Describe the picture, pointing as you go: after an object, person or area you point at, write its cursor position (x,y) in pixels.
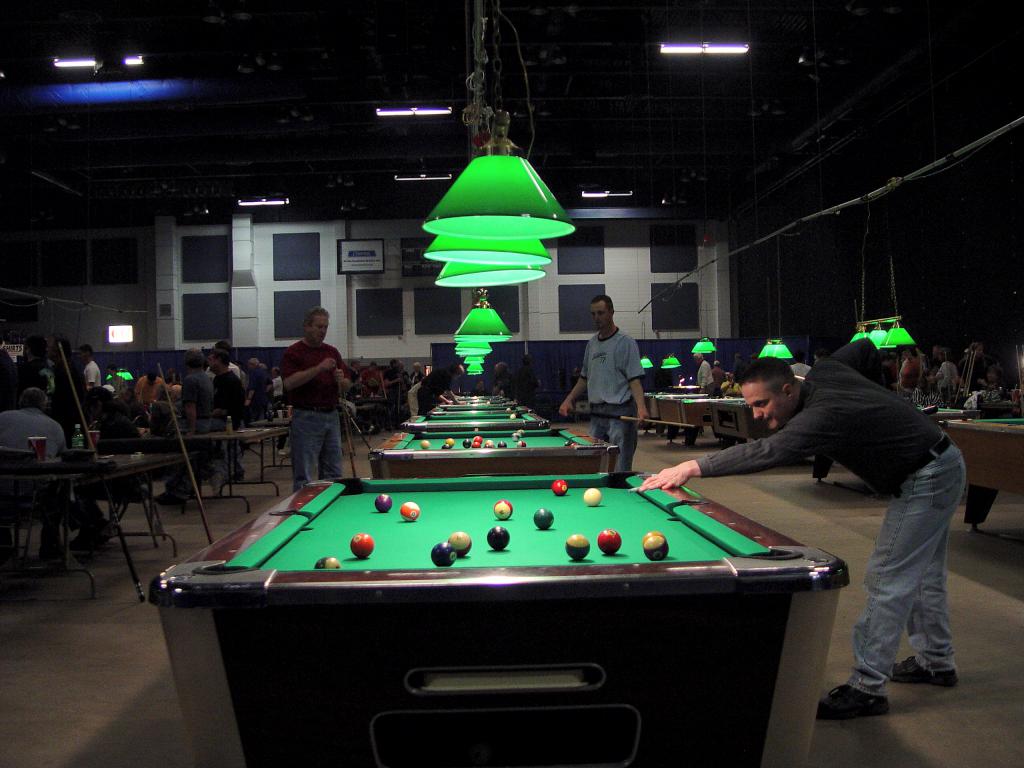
This image is clicked in a snooker club (253,103), in the middle (421,500) there are many snooker boards (430,541) with balls (450,550) in it and a man (704,474) standing and hitting the ball (600,504) on snooker board (585,502) with stick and behind there are few other men (593,386) standing and there are lights (490,203) on the ceiling (729,64), on either side there are tables (972,438) with many persons (126,419) sitting on chairs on either sides of them and some are standing.
